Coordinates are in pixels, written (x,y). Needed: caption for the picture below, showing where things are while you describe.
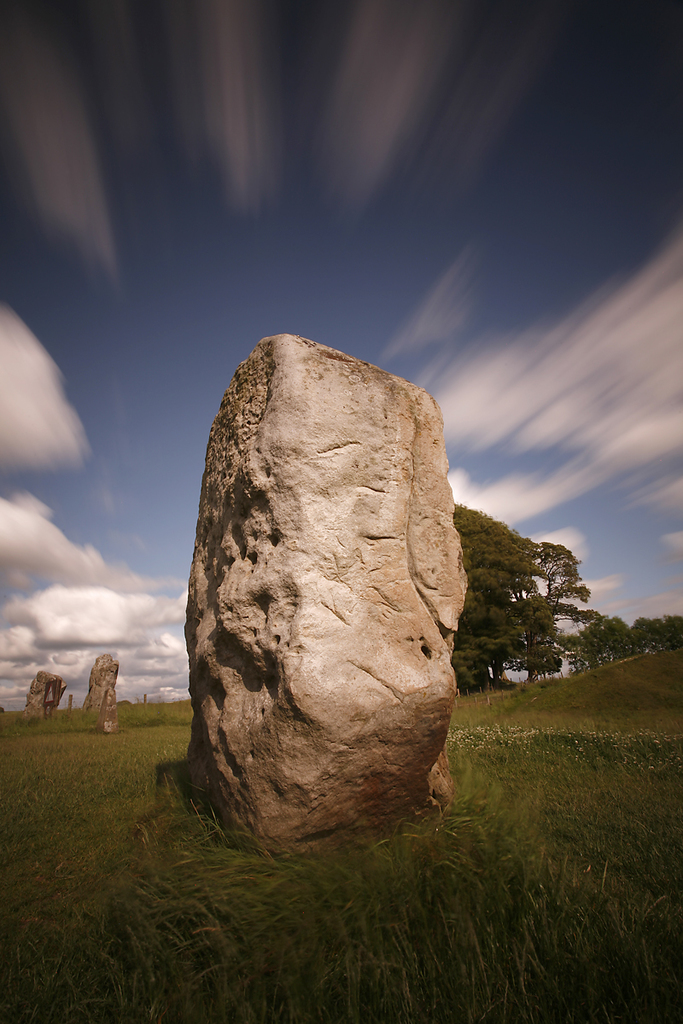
In this image there is a stone (315,676), around which there is grass (559,883). In the background (568,626), there are trees (609,620), stones (40,691) and the sky (189,273).
